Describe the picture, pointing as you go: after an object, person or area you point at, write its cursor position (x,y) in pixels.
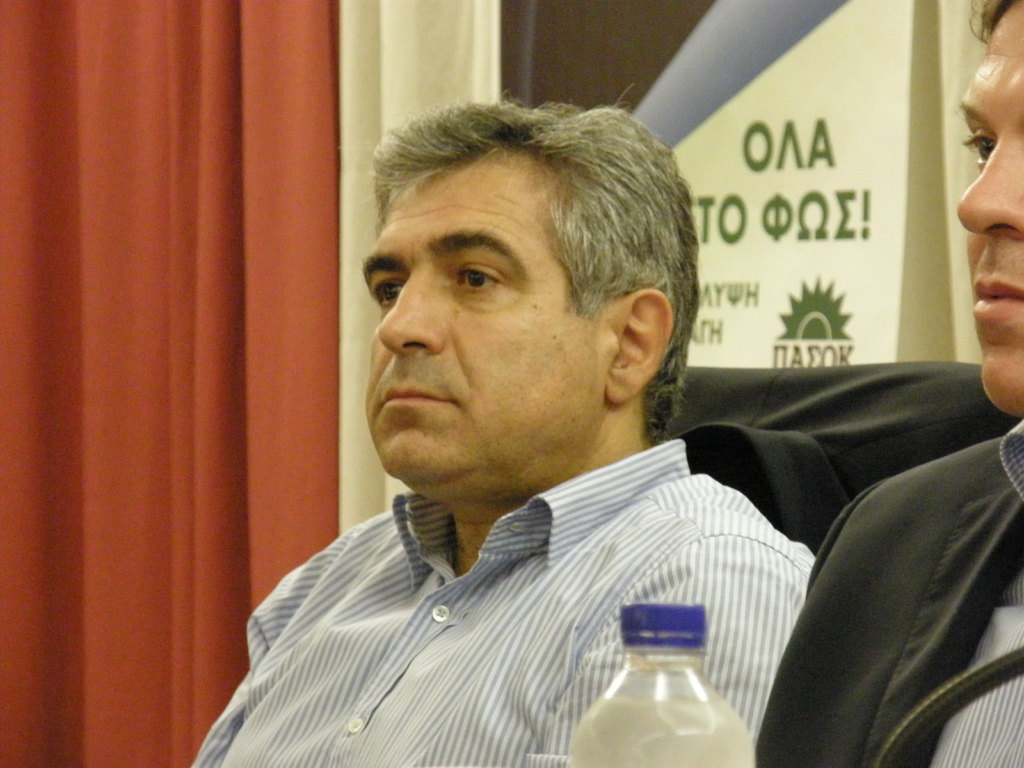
In this image we can see two men (592,524) sitting. On the bottom of the image (723,716) we can see a bottle (724,702). On the backside (780,254) we can see a wall (737,243) with some text (742,231) on it and some curtains (347,401).
